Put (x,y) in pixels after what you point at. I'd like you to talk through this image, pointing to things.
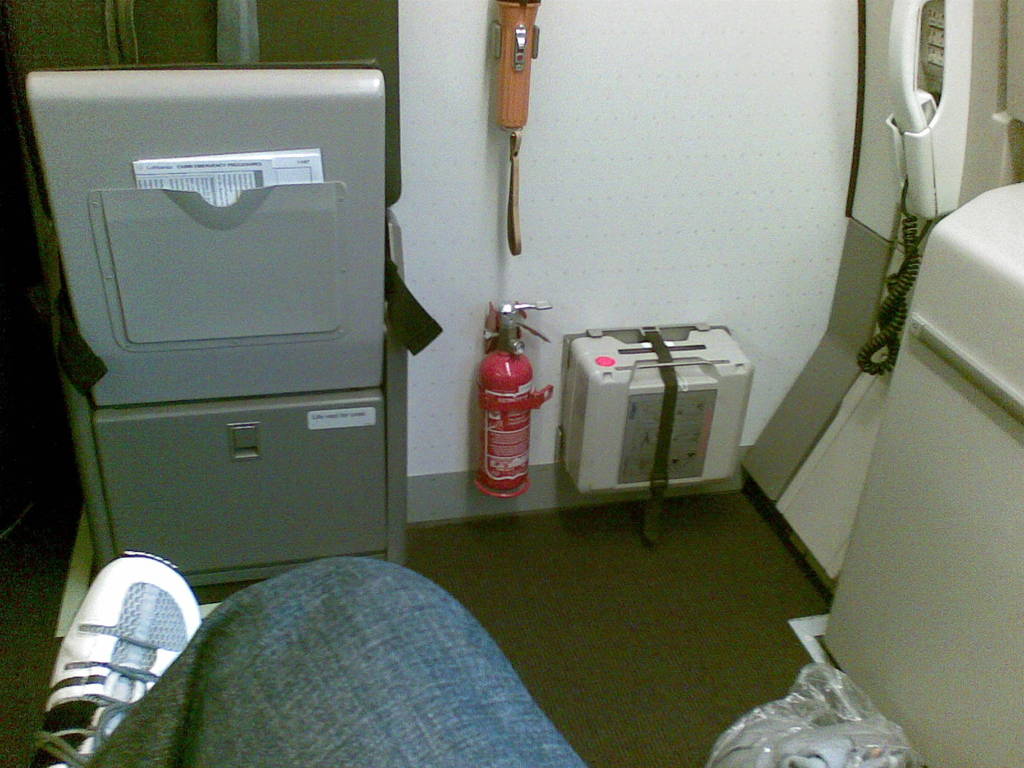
In this picture we can see a fire extinguisher (516,430), torch light (536,5), phone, plastic cover (774,751), paper (279,169) and some objects (123,266) and a person leg (406,597).
